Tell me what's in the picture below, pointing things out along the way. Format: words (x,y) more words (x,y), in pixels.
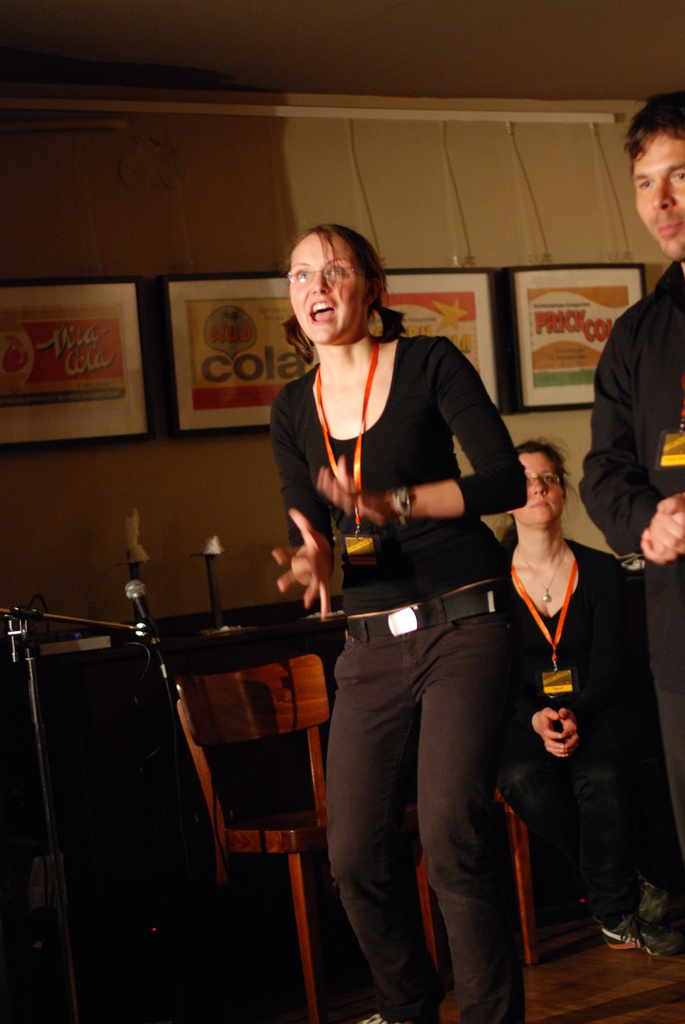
In this image we can three persons (529,598), one of them is sitting on the chair (524,834), there is another chair (220,834), there are some objects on the table (132,716), there are photo frames (442,294) with text (432,334) on them, which are on the wall (236,492).
